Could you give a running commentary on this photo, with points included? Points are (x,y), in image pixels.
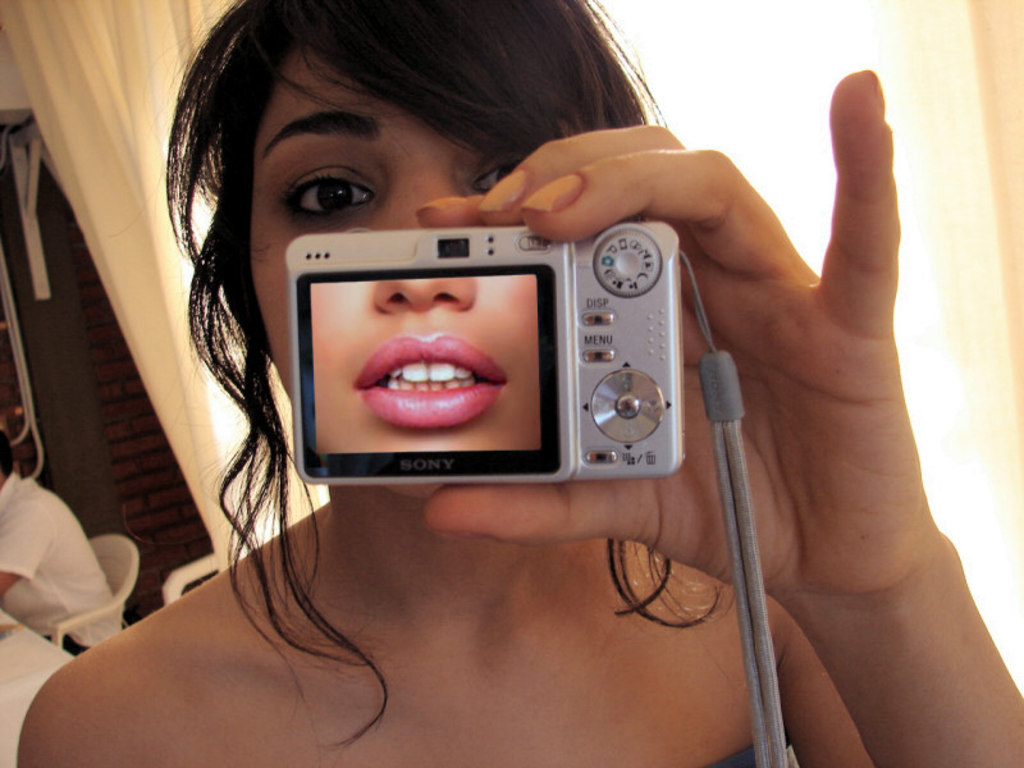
In this image a woman (855,73) is there who is holding a camera (638,465) in her hand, who is half visible. In the left bottom (86,559) a person (87,564) sitting on the chair (62,646) half visible in front of the table (45,671) and a door (93,389) visible and a curtain (130,66) of white in color and background (988,297) is visible. This image is taken inside a room (530,565).
